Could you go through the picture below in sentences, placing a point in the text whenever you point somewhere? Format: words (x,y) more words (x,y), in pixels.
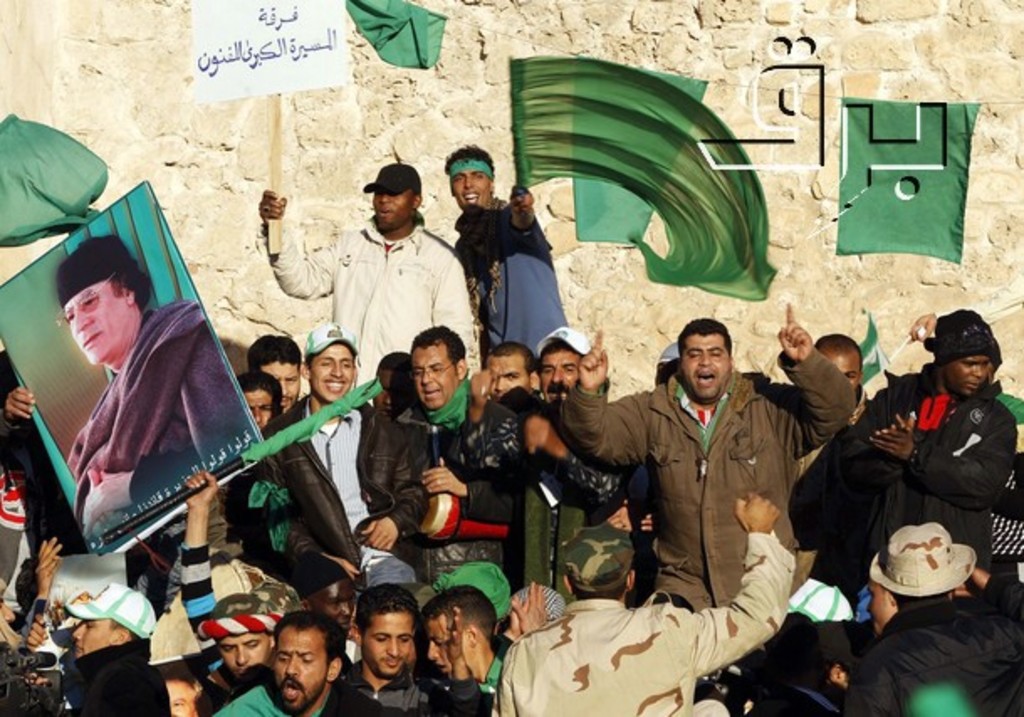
In this image there are group of people (450,485) some of them are holding some boards (215,432), and some of them are holding flags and some of them are shouting. And in the background (92,136) there is wall (918,270).
